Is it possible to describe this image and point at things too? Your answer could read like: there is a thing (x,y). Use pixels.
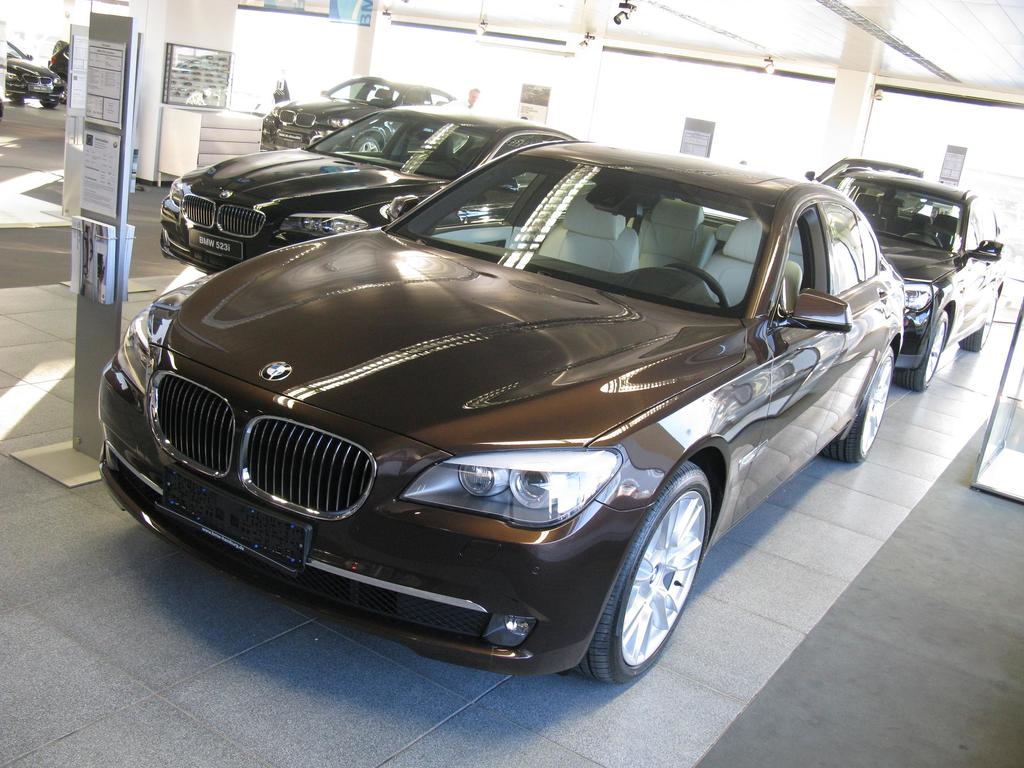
In this image I can see cars (472,397), pillars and other objects (80,392) on the floor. In the background (628,16) I can see a camera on the ceiling (706,10).
